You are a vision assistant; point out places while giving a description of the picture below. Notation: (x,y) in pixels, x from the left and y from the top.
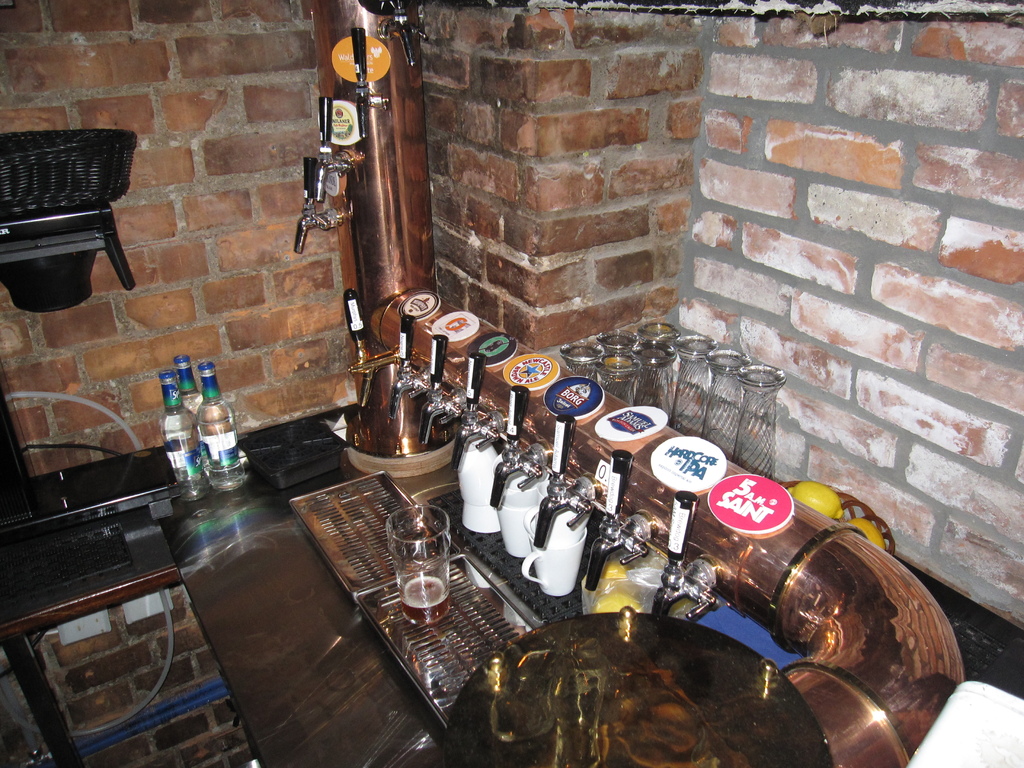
In this image on the left side (54,271) there is an object (45,250) which is black in colour. In the center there are bottles (187,416), there is a glass (422,567). On the right side (703,352) there are glasses (678,372) and there are stickers (551,380) with some text (570,401) written on it and there are white glasses (510,499) and there is a machine (388,226) which is in front of the wall (275,146) in the center (389,271), and the wall (622,186) is red in colour.
